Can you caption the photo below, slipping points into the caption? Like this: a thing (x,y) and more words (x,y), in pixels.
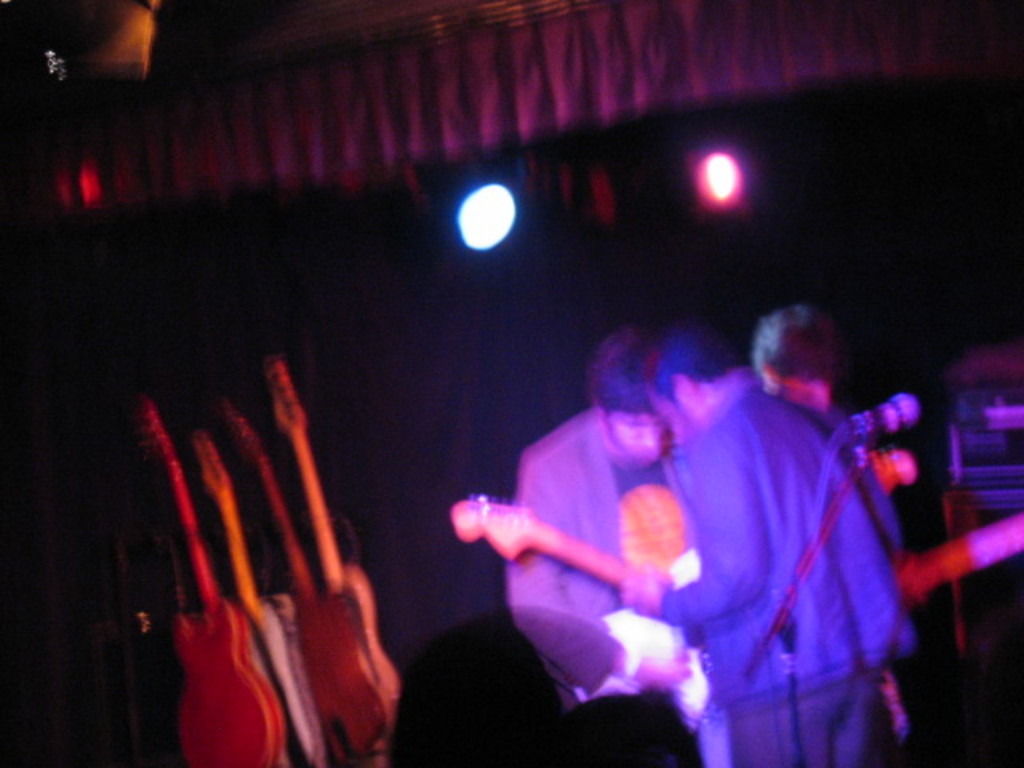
It is a blur image. In this image, we can see few people (720,497). Here a person (681,588) holding a guitar (599,569). Here we can see boxes (974,507), microphone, stand (783,638), guitars (202,617) and lights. Background (391,398) we can see curtains (389,241).
